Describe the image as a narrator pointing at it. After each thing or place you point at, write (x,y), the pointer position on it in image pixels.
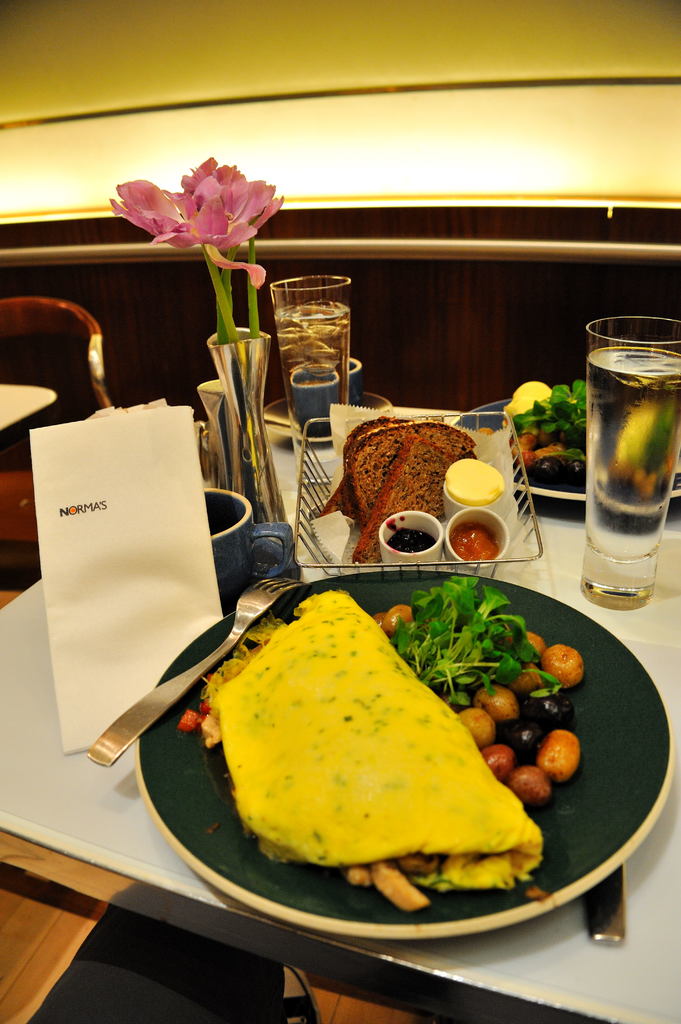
On a dining table (451,1007) there is a food (266,681), fork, tissue (171,576), flower vase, glass (336,315) with water (328,309).
